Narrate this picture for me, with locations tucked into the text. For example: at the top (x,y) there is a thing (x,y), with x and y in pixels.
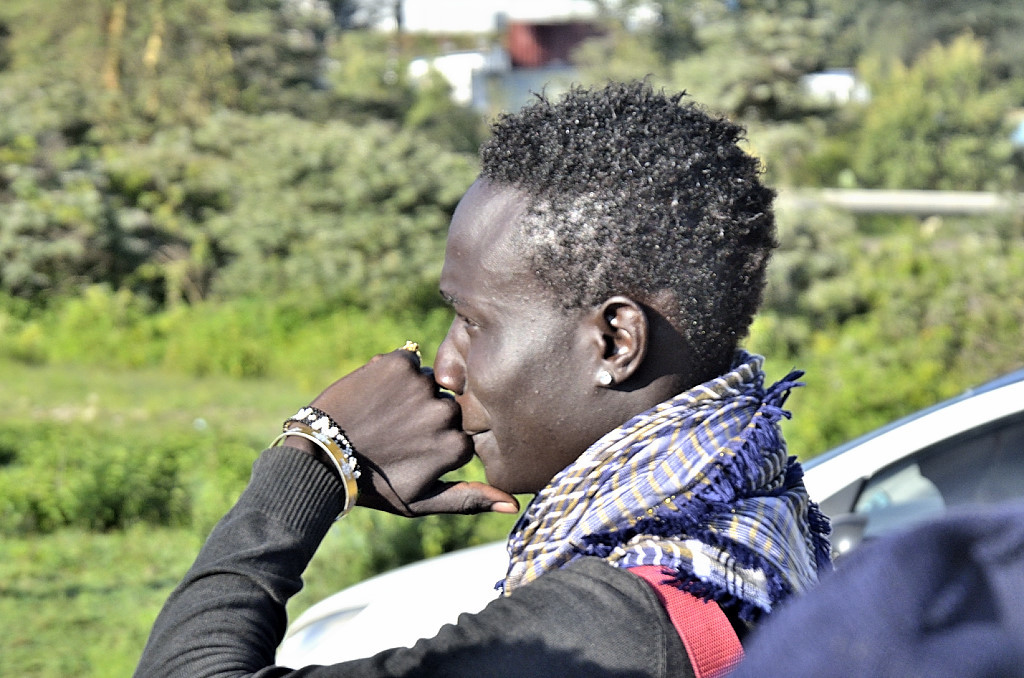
In the picture we can see a tribal person (551,620) standing, keeping his hand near his mouth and beside him we can see the part of the car (494,547) and behind it we can see a grass surface (82,583) with plants (421,253) and trees (141,80).
